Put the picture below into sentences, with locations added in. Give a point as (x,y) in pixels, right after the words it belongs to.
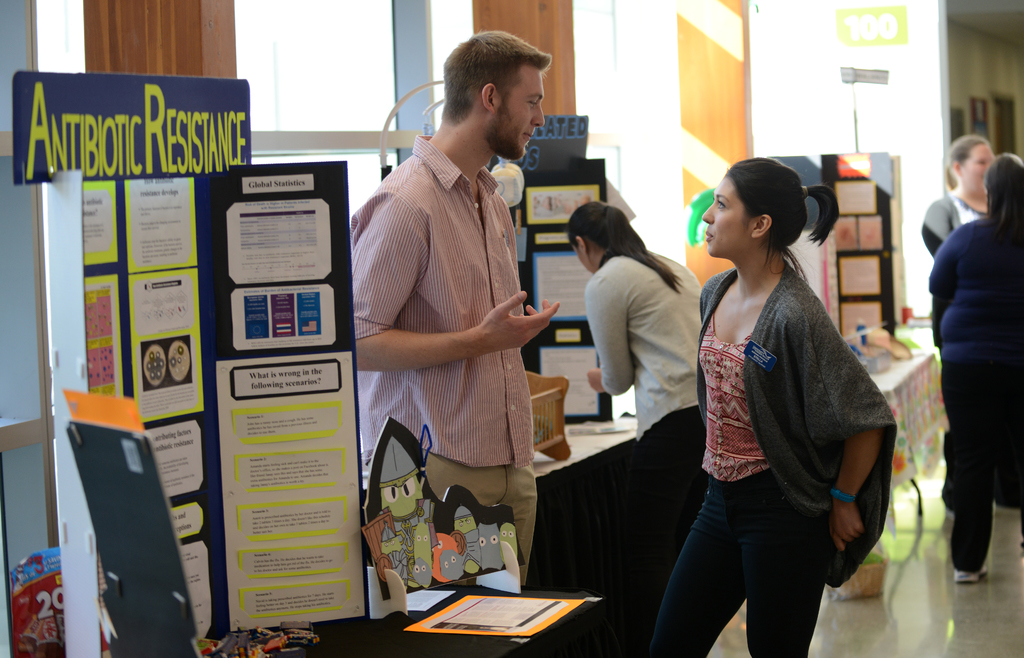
In this picture there are group of people (639,351) standing. In the foreground (299,182) there are boards (275,528) and there are papers (249,596) and there are objects (385,535) on the table (405,638) and there is text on the boards (230,114). At the back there are tables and boards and there are frames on the wall (980,81). At the bottom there is an object (878,588) on the floor (918,595).
